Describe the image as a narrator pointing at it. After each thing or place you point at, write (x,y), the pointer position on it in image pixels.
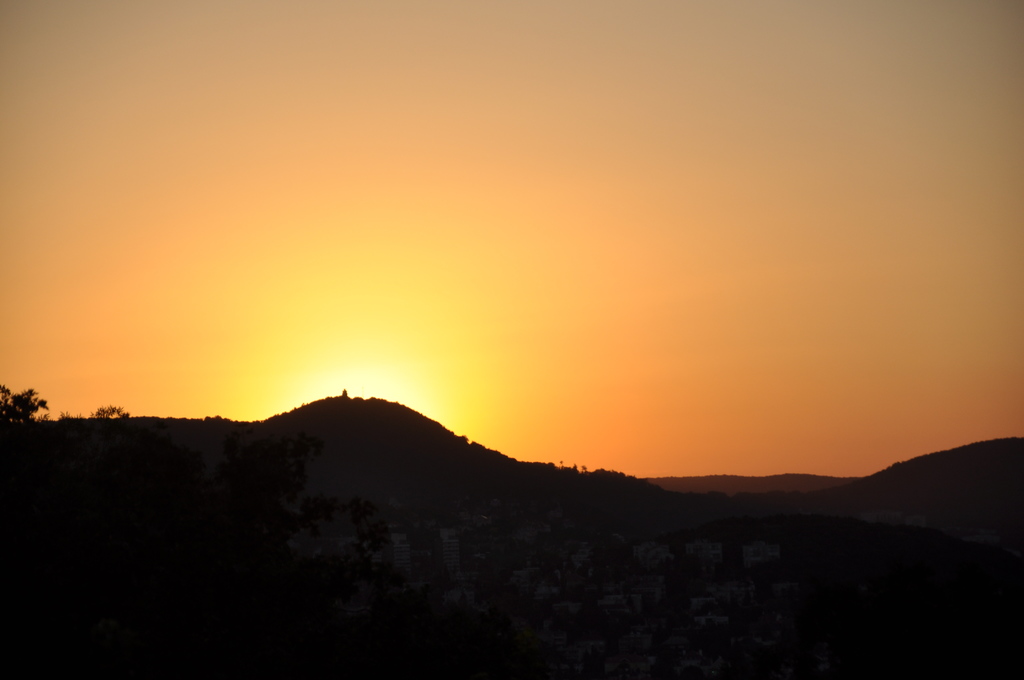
This part of the image is dark where we can see the hills (1002,457) and trees (150,520). Here we can see the sun (406,399) and the orange colored sky (492,242) in the background (550,322).
